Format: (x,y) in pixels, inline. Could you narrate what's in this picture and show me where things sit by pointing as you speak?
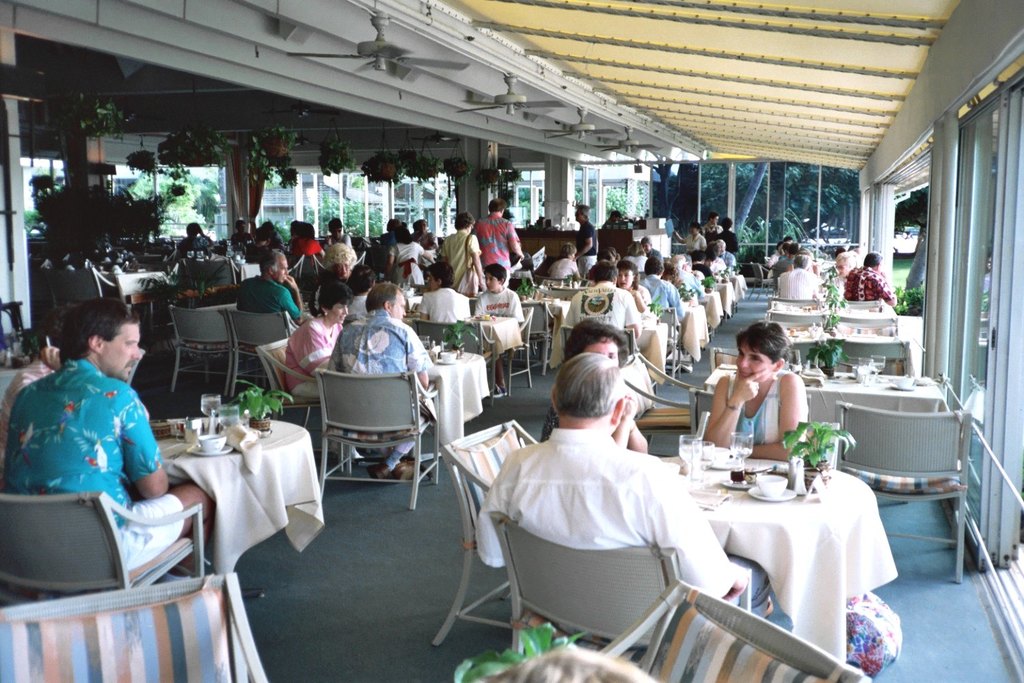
This picture is clicked in restaurant (408,667) or hotel (1012,274). In front (874,547), we see table (788,538) with white color cloth (765,529) placed on it. On the table (664,463), we can see cup (770,490), saucer (774,496), glass (682,450) and a flower pot (801,444). We see three people (532,479) sitting around this table (715,517). Likewise, we see many people (366,334) sitting around many many table (552,280). On top (524,101), we can see fans (381,69) two three four, four fans (626,149). We can also see many flower pots (329,159) which are hanged to the roof (215,118) of this building (306,161) or room (96,235) and on background (670,187), we see windows (757,202) and behind that windows (616,197), we see trees (792,200).
